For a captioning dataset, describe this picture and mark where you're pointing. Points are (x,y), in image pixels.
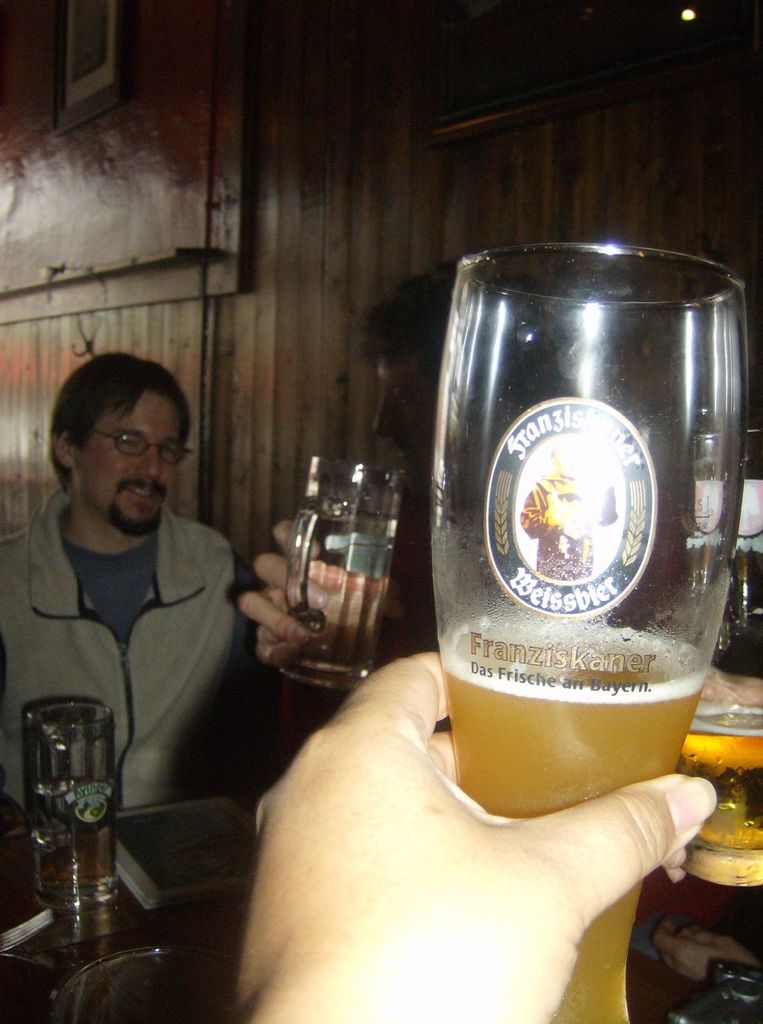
There is a human hand (358,874) in this picture, holding a glass (535,590) in which some drink (563,736) is there. In the background (367,606) there is another one holding a glass (329,597) and some of them are sitting here. There is a wall (272,193) here.
